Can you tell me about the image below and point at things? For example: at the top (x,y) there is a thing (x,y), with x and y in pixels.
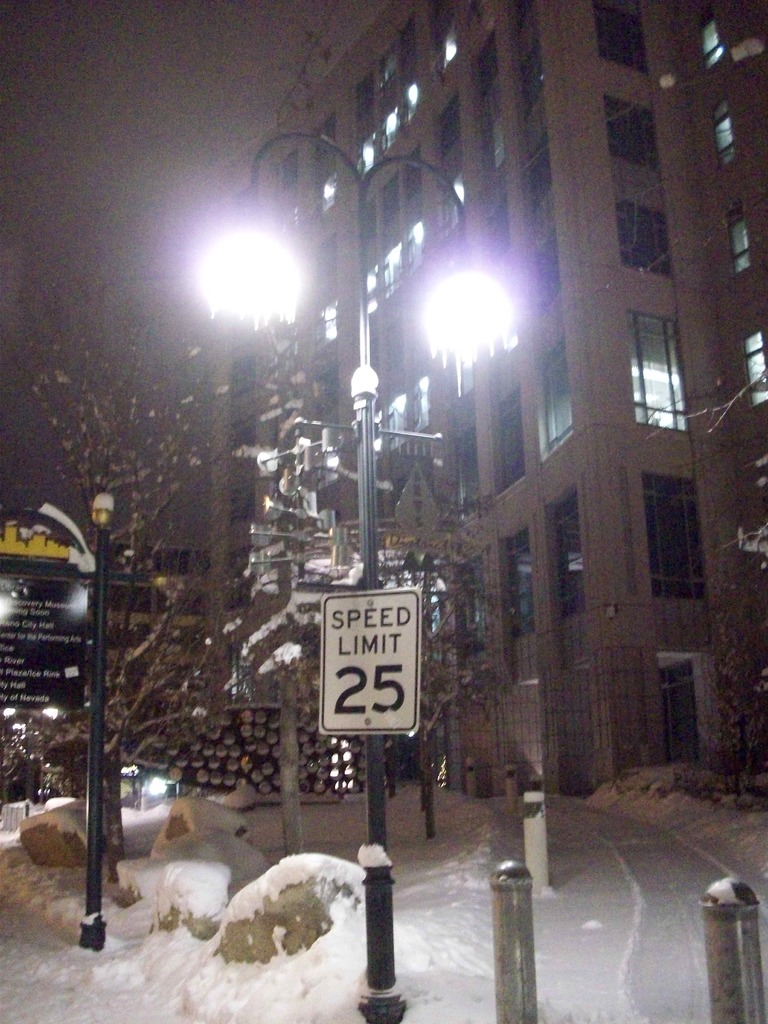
In this picture we can see few poles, sign boards (415,639), buildings (440,416) and trees (291,673), and also we can see few metal rods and snow (224,883).
